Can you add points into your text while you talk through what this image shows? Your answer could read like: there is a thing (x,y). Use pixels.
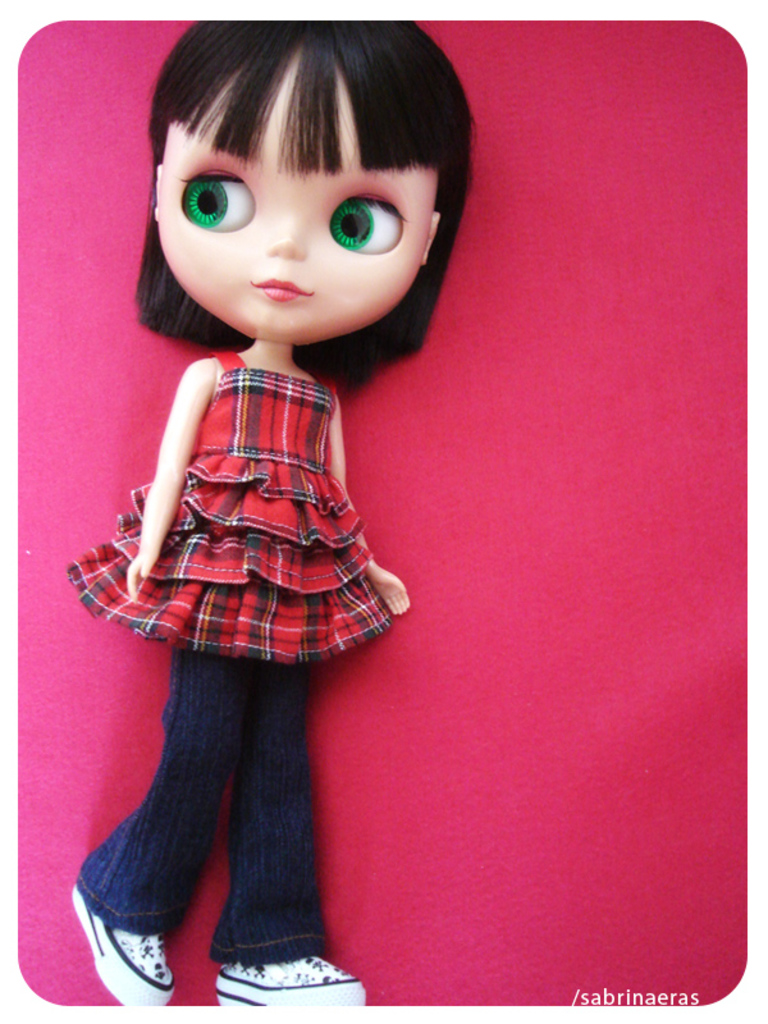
In this image I can see a doll (280,545) wearing red top (280,602) and blue jeans (199,825) with white shoes (275,973). Background (491,493) is in pink color.
